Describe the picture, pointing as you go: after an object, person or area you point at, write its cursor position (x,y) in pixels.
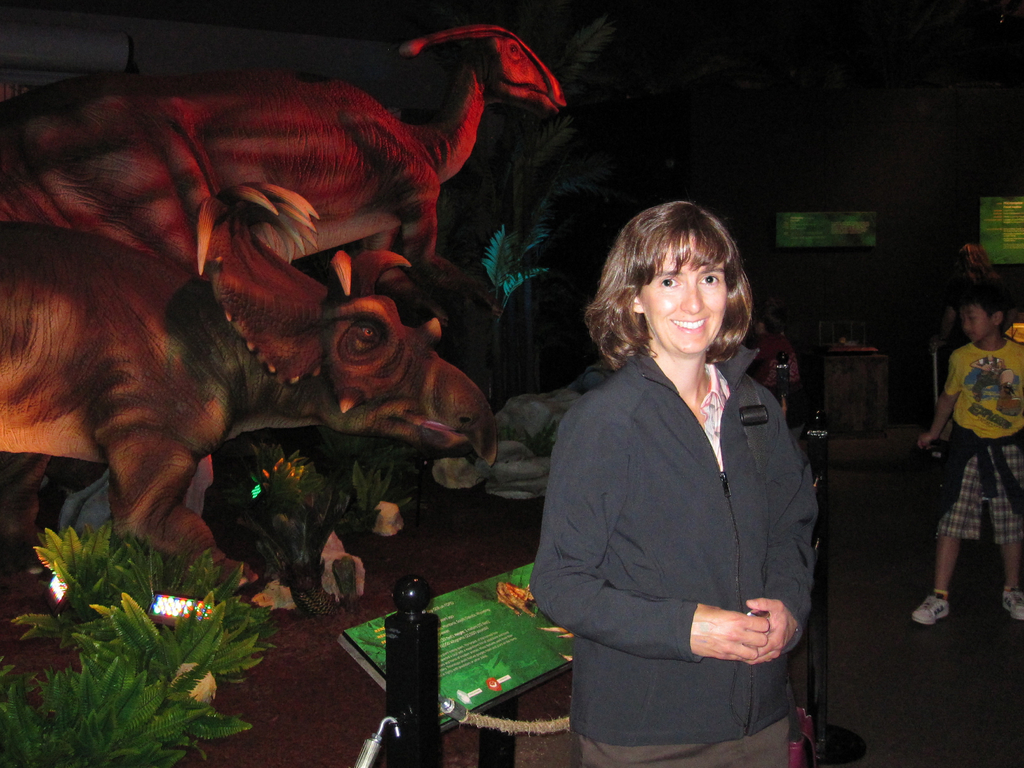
In this image there is a woman (699,564) giving pose for a photograph, in the background (153,217) there are dinosaur sculptures (364,225) and plants (169,680), on the right side (997,531) there is a boy (1008,424) standing.
